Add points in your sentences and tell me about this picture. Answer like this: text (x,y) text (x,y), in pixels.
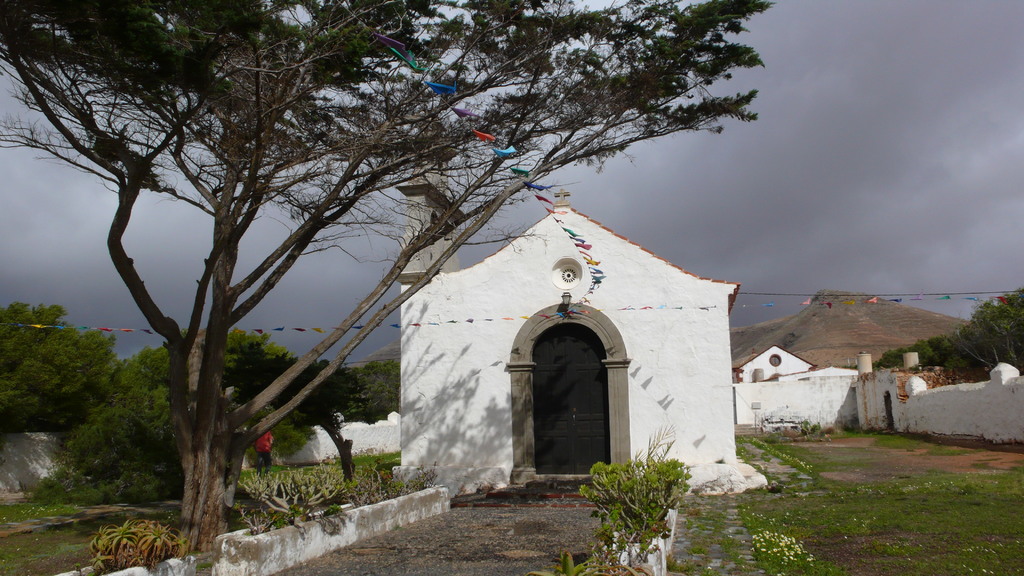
In this image it looks like a house (660,397) which is white in color. On the right (897,414) there is a white wall (981,432). On the left (171,451) there are trees (158,397). In the background (824,305) I can see a mountain (846,310) and clouds (798,179) in the sky (923,164).
